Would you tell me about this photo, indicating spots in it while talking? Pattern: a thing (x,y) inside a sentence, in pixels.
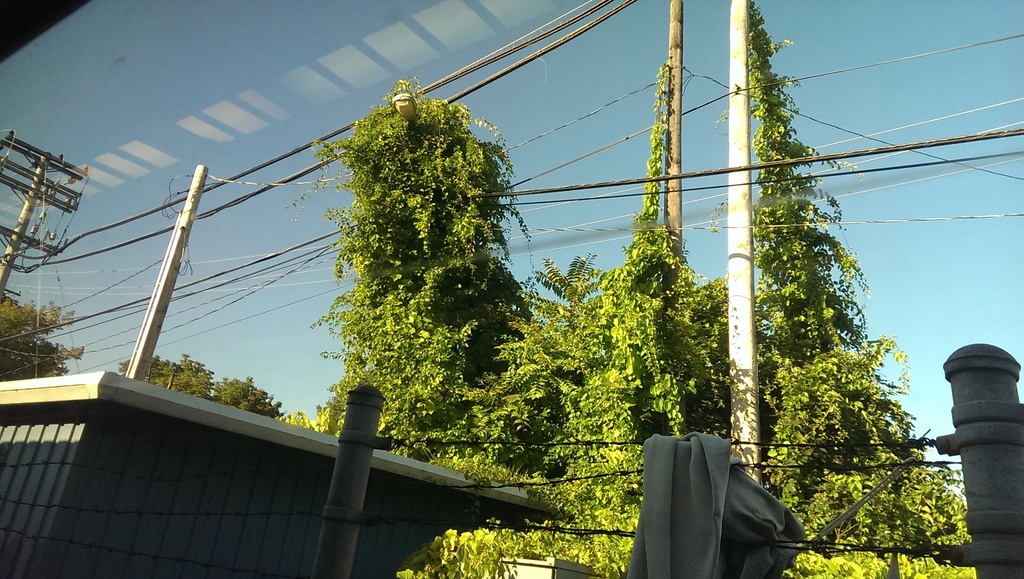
In this image I can see a building (135,481), few poles (161,328), few wires (302,148), few trees (434,199) and a gray colored cloth (732,493) on the wire (633,471). In the background (631,152) I can see the sky (334,117).
